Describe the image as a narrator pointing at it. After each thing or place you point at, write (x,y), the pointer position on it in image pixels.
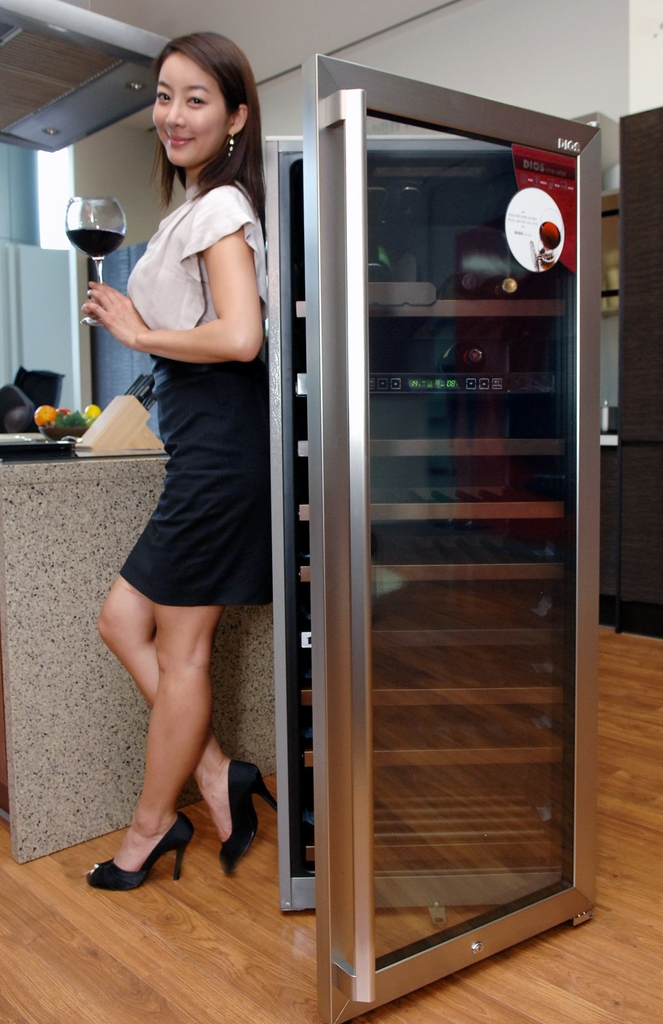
In this picture, we see the woman (176,310) is standing and she is holding a glass (91,216) containing the liquid (78,244) in her hand (120,325). She is smiling and she is posing for the photo. Behind her, we see the glass door (413,643). Beside her, we see a counter top (67,475) on which a bowl (83,431) containing the fruits (65,416), pan (52,446) and an object (114,444) are placed. In the background (54,384), we see an object (41,379) in black color and behind that, we see a wall (638,90). On the right side (633,284), we see an object (626,499) in black color. In the left top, we see the chimney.
